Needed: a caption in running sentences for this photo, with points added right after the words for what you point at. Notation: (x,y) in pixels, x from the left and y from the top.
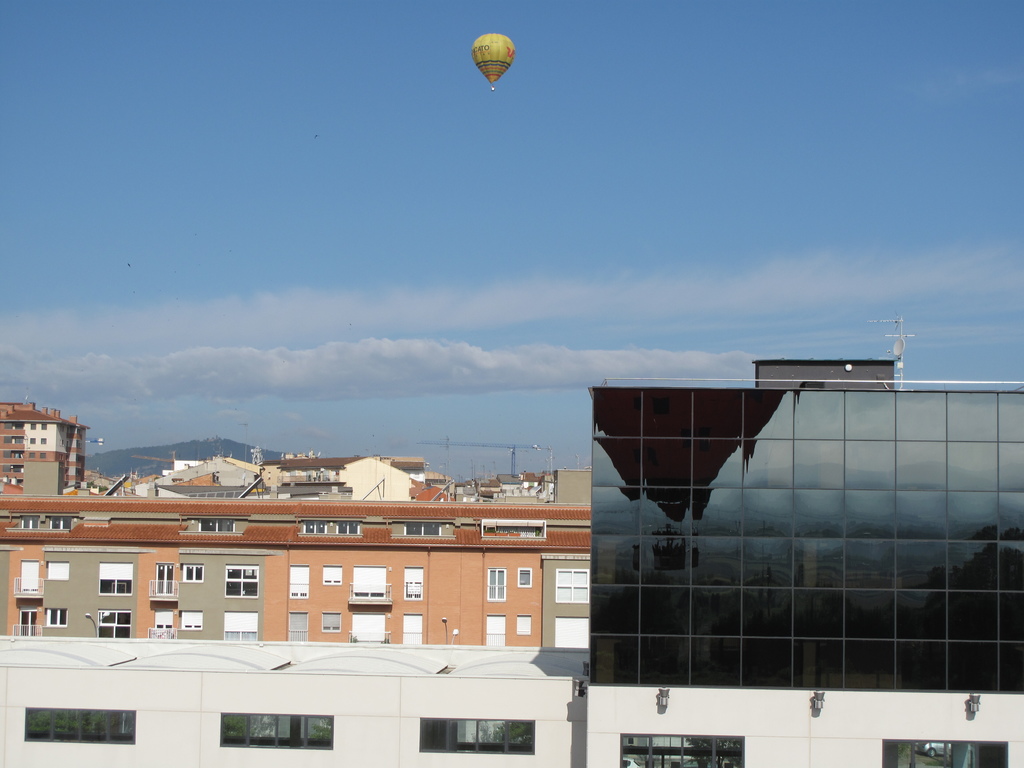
In this image we can see buildings (334,564), windows (255,586). At the top of the image (477,24) there is air balloon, sky (405,109) and clouds (320,324).
